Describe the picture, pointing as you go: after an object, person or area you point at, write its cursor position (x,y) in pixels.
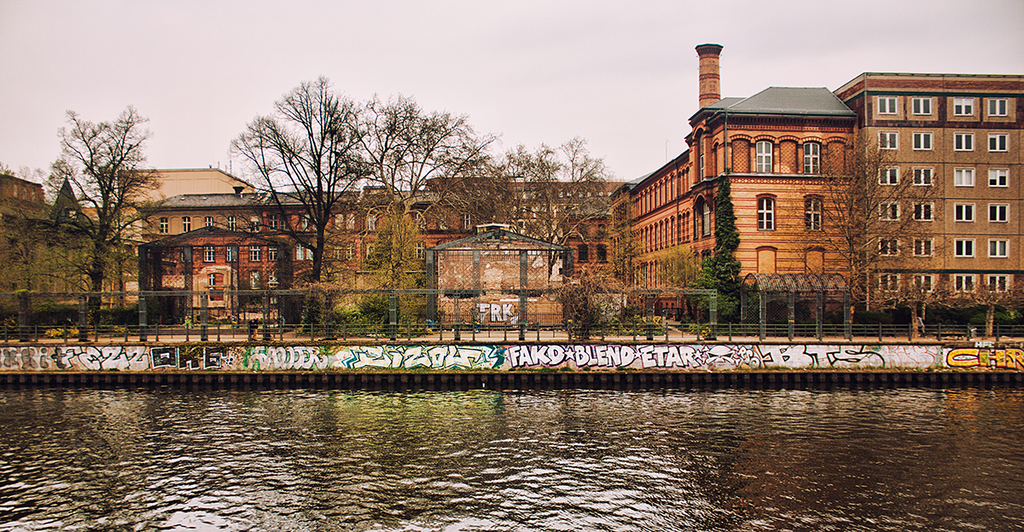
In this picture there is a brown building (910,116) in the front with white color windows (890,183) and dry trees (574,292). In the front (401,481) both side there is a lake water (412,481). On the top (444,85) there is a sky (544,85).
